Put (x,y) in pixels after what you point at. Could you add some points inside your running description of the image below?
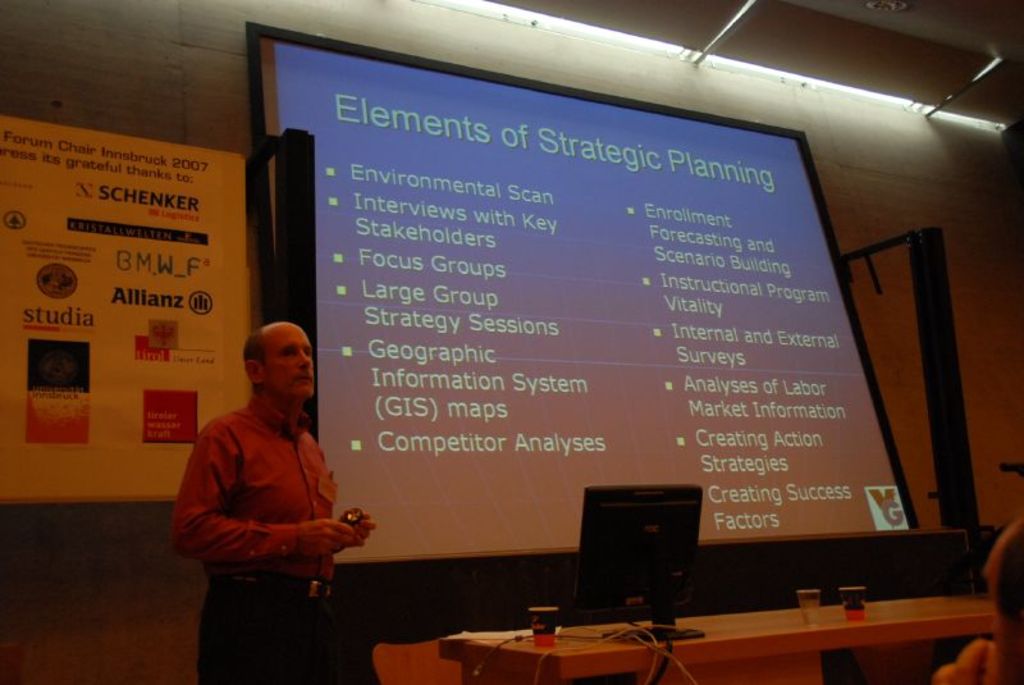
There is a man (263,490), giving a presentation and there is a screen (508,383) behind the man (244,556) and something is being displayed on the screen (571,248), in front of that there is a table (484,651) and there is a monitor (663,574) and some glasses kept on the table (697,626), behind the man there is a poster (192,163) stick to the wall (79,109), above the wall (588,48) there are a few bright lights (612,34).
